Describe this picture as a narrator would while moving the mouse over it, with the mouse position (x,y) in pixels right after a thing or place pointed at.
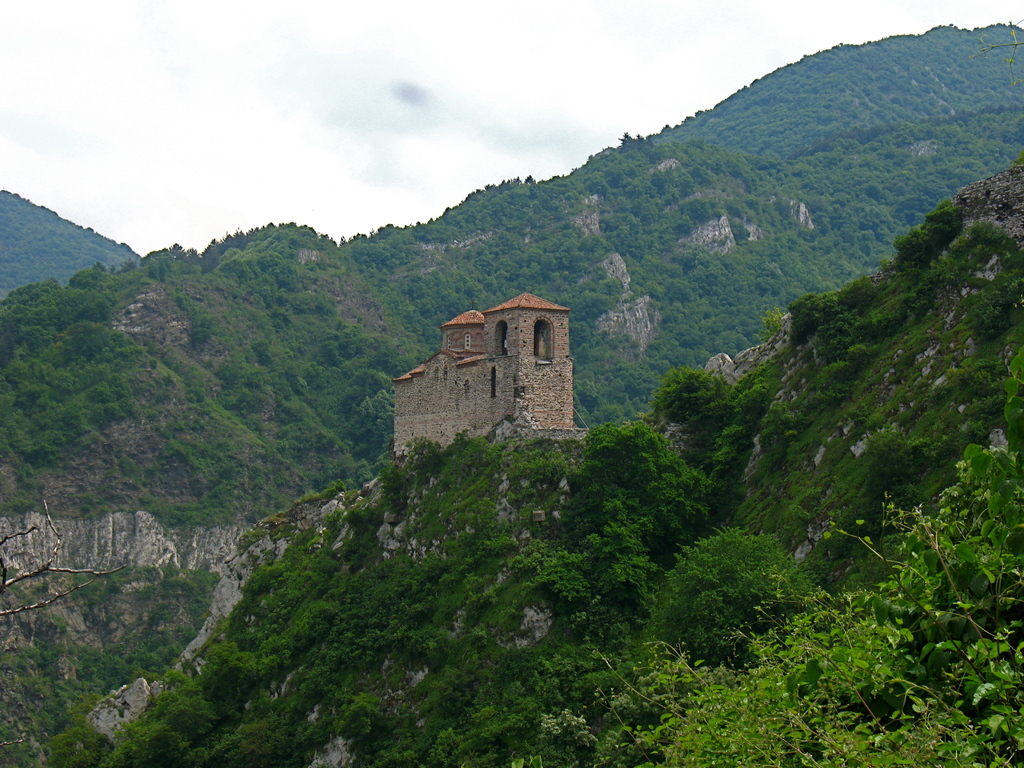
In this image we can see there are some trees (447,463), mountains (320,443) and a house (464,405), in the background (440,210) we can see the sky (164,67).
